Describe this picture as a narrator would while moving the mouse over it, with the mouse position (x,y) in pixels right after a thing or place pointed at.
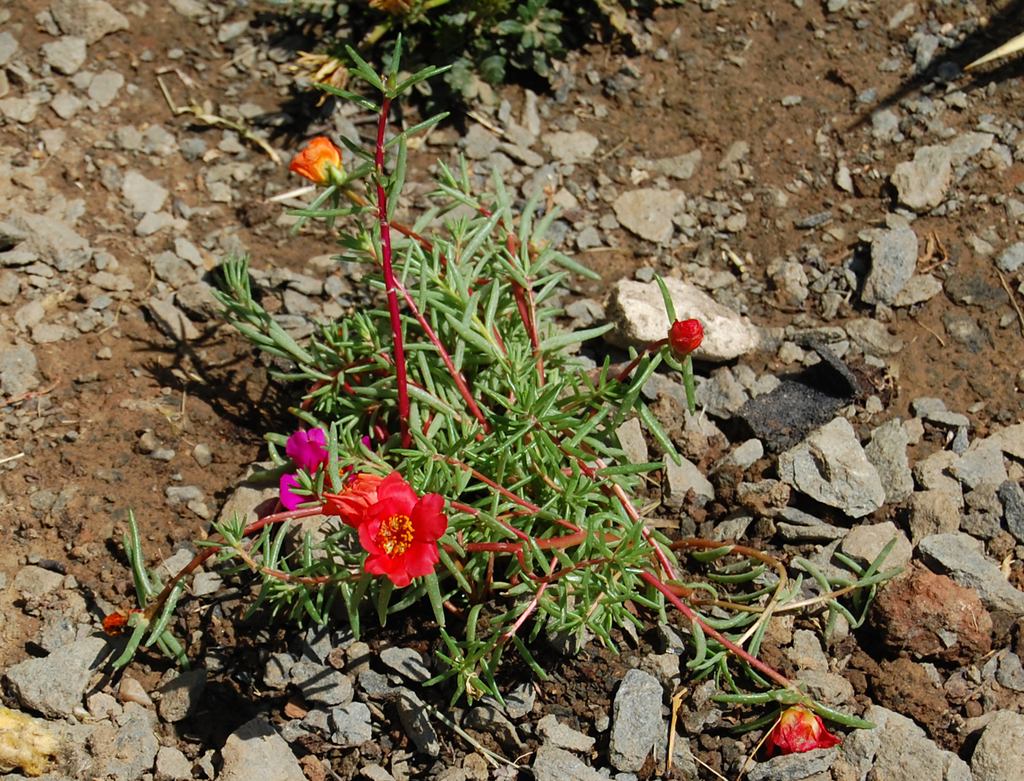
This image consists of flowers (396,495) in red and orange color. At the bottom (316,576), there is a small plant (506,467). And there are rocks (992,679) on the ground (733,72).
